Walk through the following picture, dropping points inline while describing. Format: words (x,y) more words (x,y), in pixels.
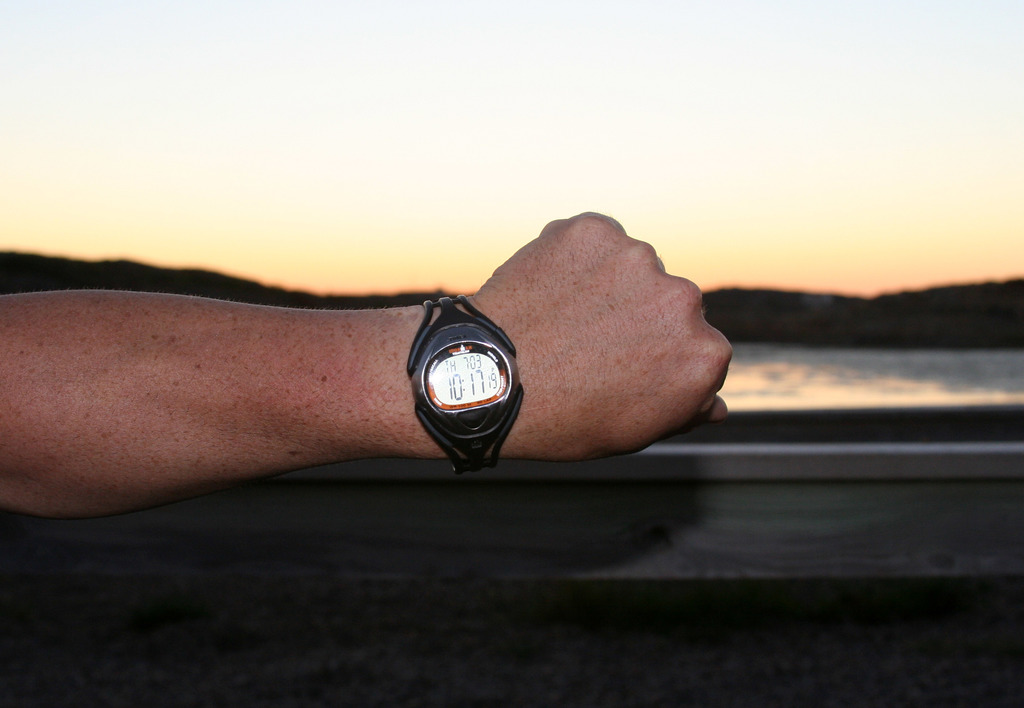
In the foreground (602,291) I can see a person's hand (525,385) in the air. In the background (878,330) I can see water (1018,390), mountains (811,310) and the sky (666,147). This image is taken may be in the evening near the lake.
